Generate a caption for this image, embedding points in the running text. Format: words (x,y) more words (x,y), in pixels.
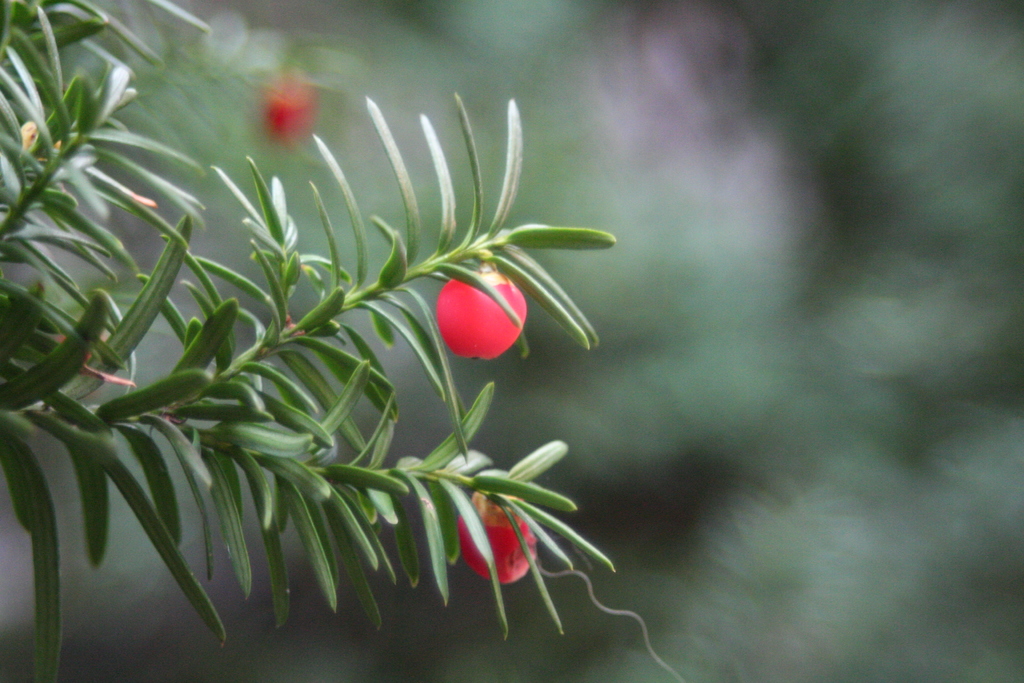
In this image we can see fruits (442,327) and trees (126,341).
